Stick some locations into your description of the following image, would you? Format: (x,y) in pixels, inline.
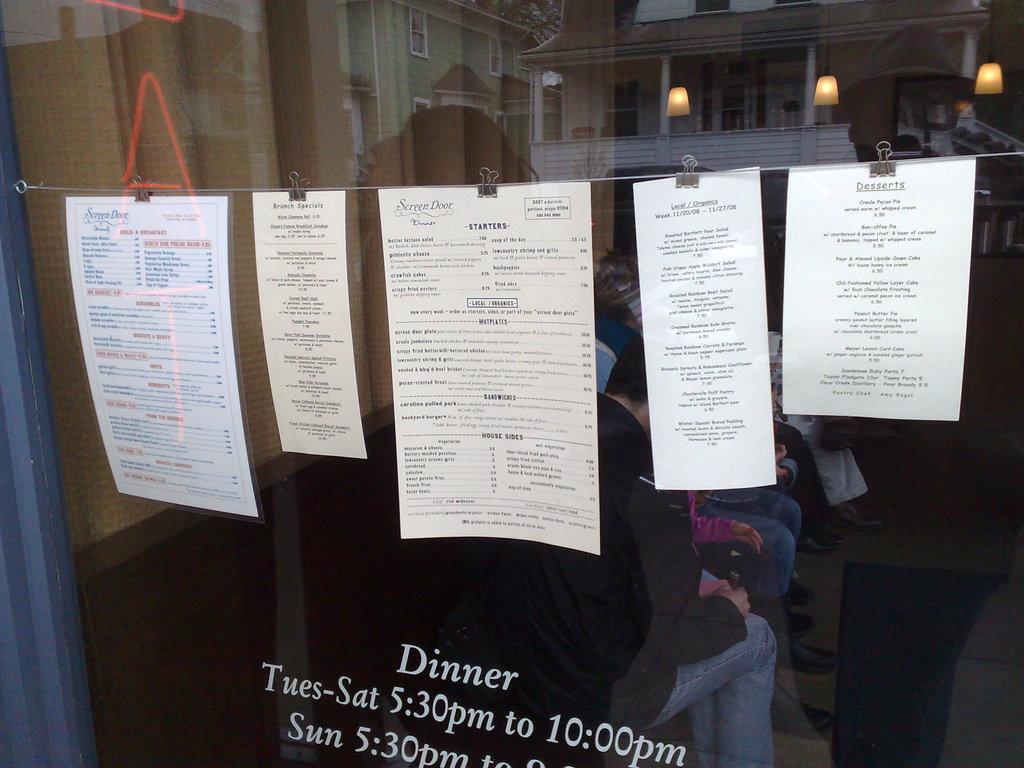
In the image I can see a wire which has papers (562,277) attached to it. On these papers (187,361) I can see something written on it. In the background (639,330) I can see people (623,494) are sitting. I can also see buildings (715,67), lights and something written on the glass wall (405,699).
